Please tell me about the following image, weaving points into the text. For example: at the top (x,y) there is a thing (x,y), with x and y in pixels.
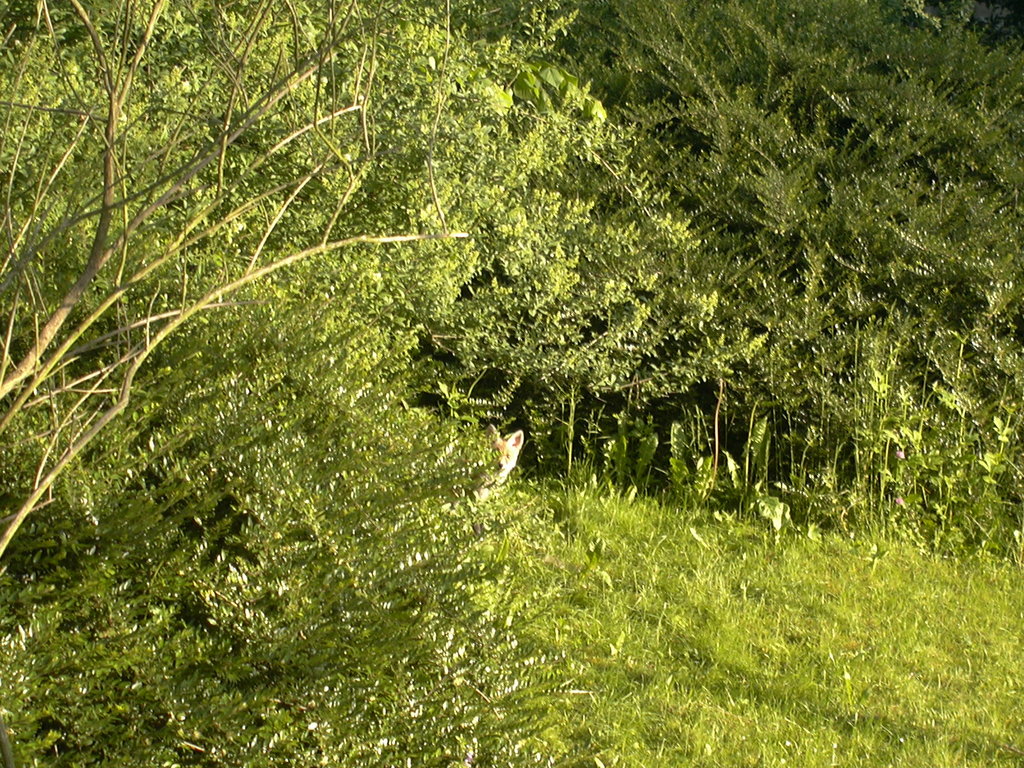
In the center of the image (514,318) there are trees (778,274) and we can see an animal (500,473). At the bottom (641,652) there is grass (736,664).
